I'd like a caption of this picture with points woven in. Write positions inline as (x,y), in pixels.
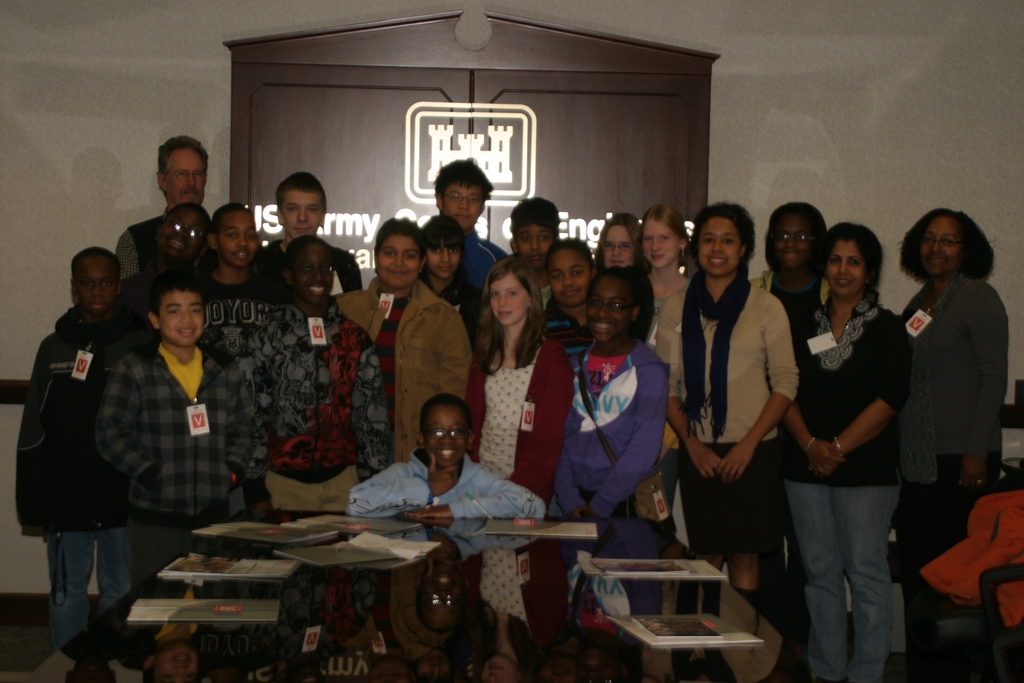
A group (219,305) is posing to camera in which there are some children (186,368) and adults (765,306). There is a table (232,587) in front of them with some books (621,564) on it.
